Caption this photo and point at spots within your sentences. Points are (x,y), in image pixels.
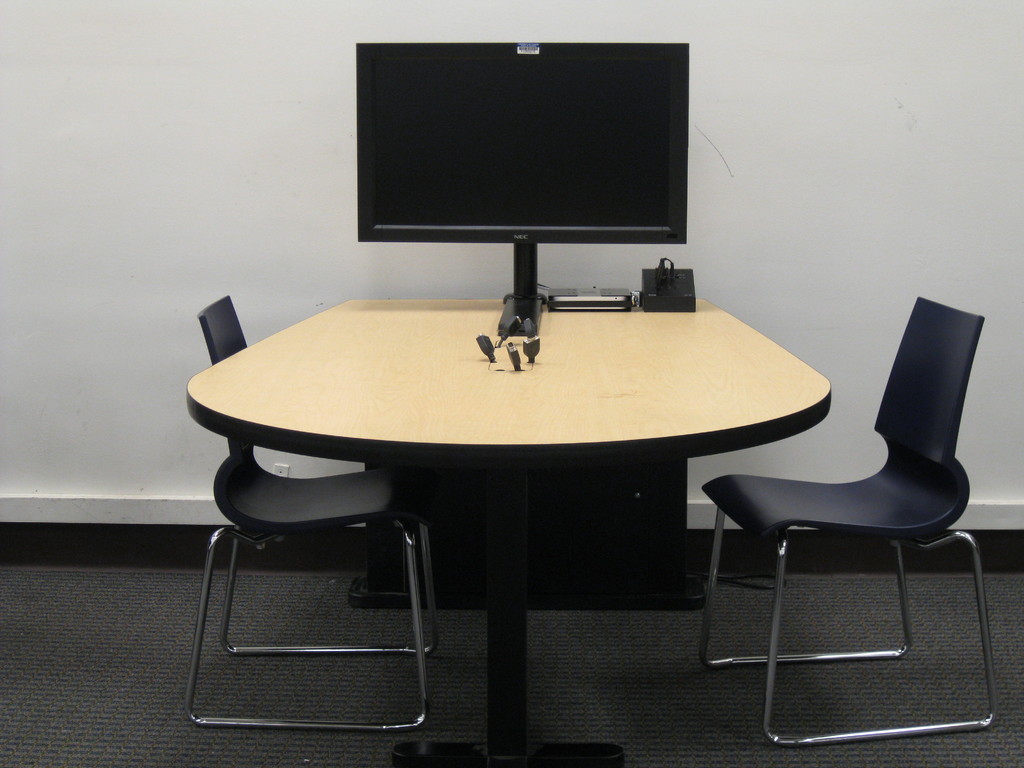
There is a table (428,333). On the table (514,404) there is computer (532,302) and some other devices (566,298). Near to the table (467,393) there are chairs (886,527). In the back (800,154) there is a wall (225,168).
